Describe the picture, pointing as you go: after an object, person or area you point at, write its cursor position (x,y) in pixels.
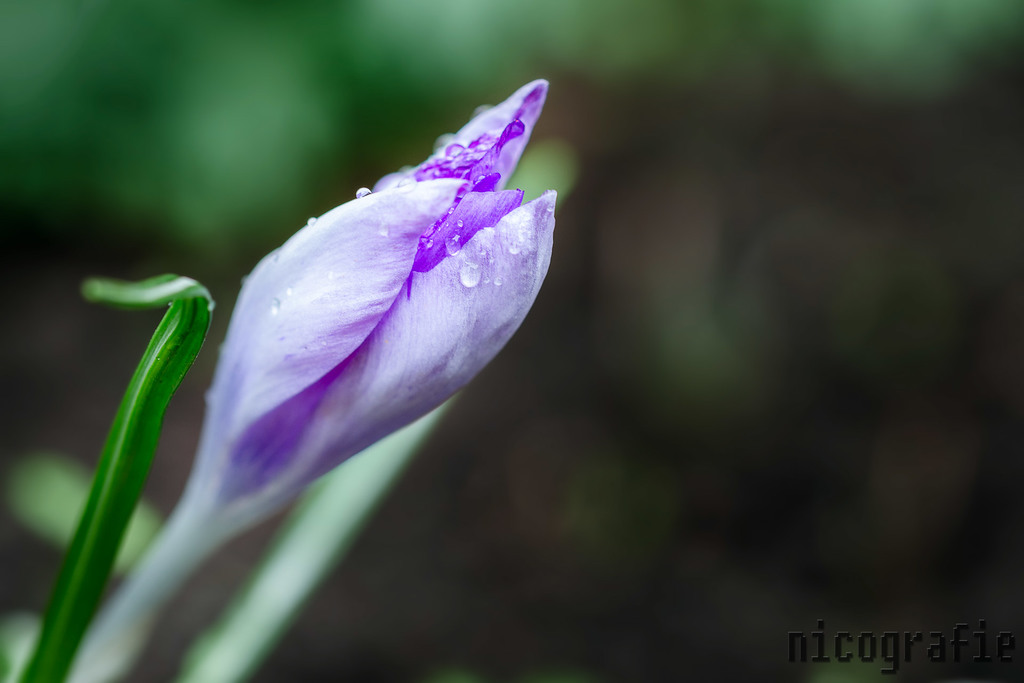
In this picture we can see a flower (522,209) and on flower (398,314) we can see small droplets (471,273) and this is a leaf (88,580) attached to that may be it looks like a plant (93,501) and in the background (640,394) it is blurry.
